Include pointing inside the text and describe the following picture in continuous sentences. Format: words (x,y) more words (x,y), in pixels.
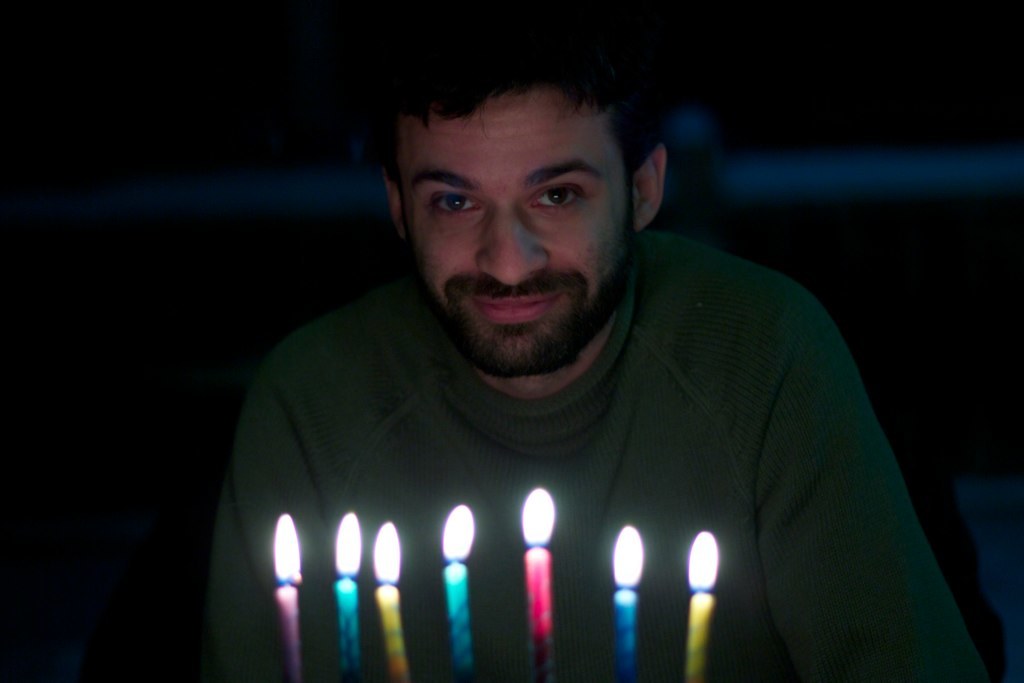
In front of the image there are candles (706,614). Behind the candles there is a person (474,265) having a smile on his face (480,324). In the background of the image (133,187) there is a metal rod (1001,156).
